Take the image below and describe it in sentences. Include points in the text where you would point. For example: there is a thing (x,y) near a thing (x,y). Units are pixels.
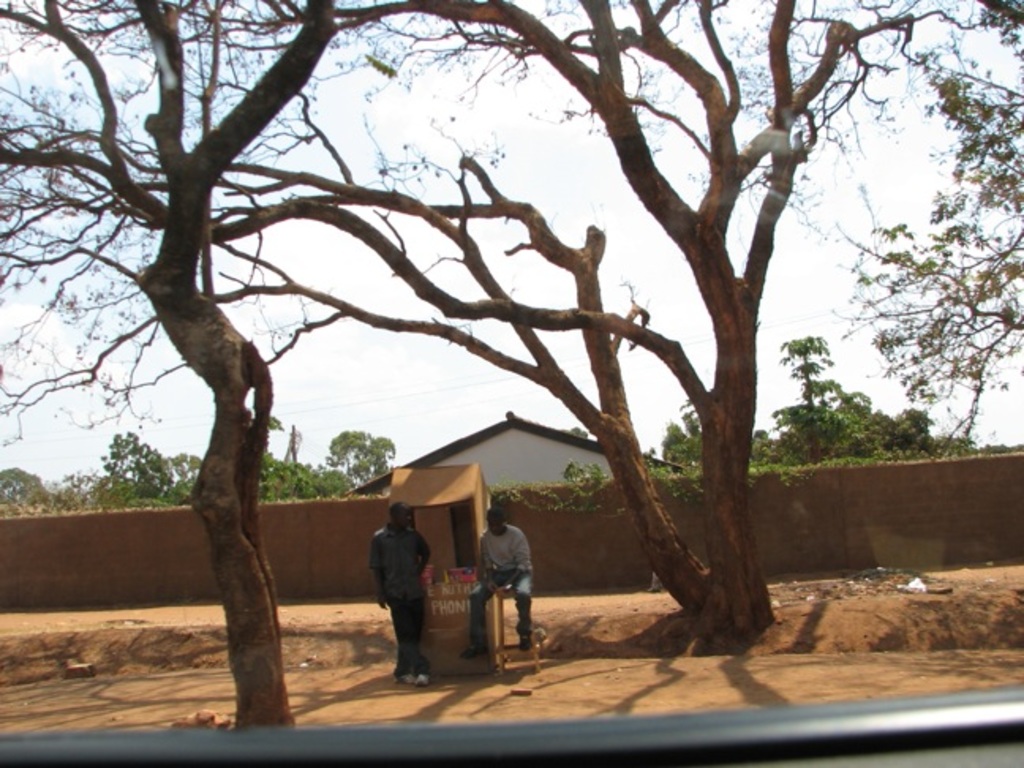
In the center of the image (548,320) there are trees (729,621). There is a wall (912,492). There is a building (566,449). There are two people (495,545).
